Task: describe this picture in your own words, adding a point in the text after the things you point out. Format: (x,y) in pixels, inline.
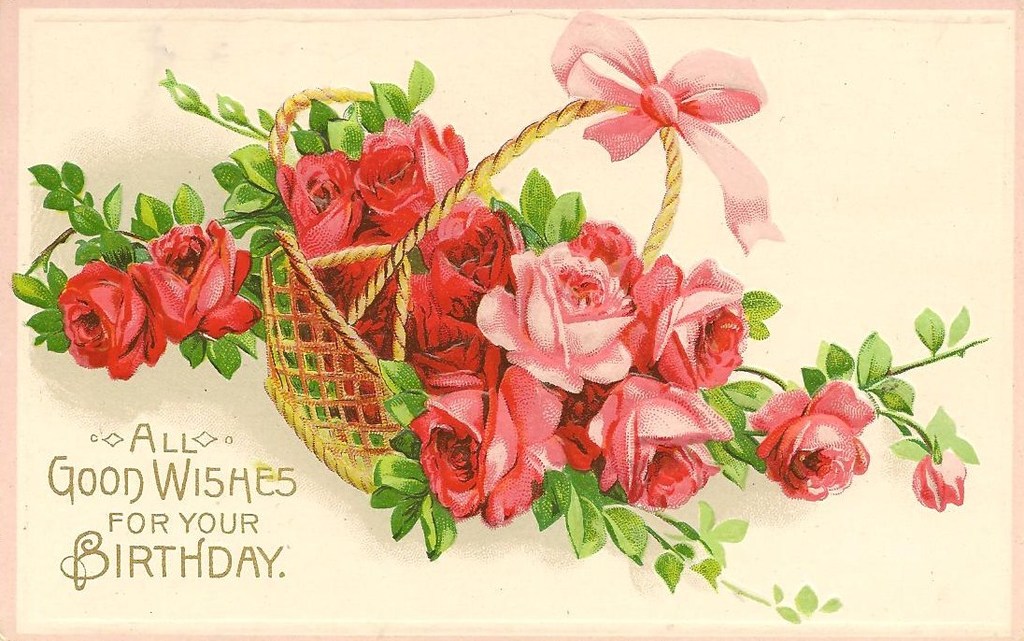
This is a card (285,196) and on it we can see plants (191,205) and flowers (400,171) in a basket (272,400) and on the left side (155,459) at the bottom corner (142,478) we can see text (99,553) written on it.
